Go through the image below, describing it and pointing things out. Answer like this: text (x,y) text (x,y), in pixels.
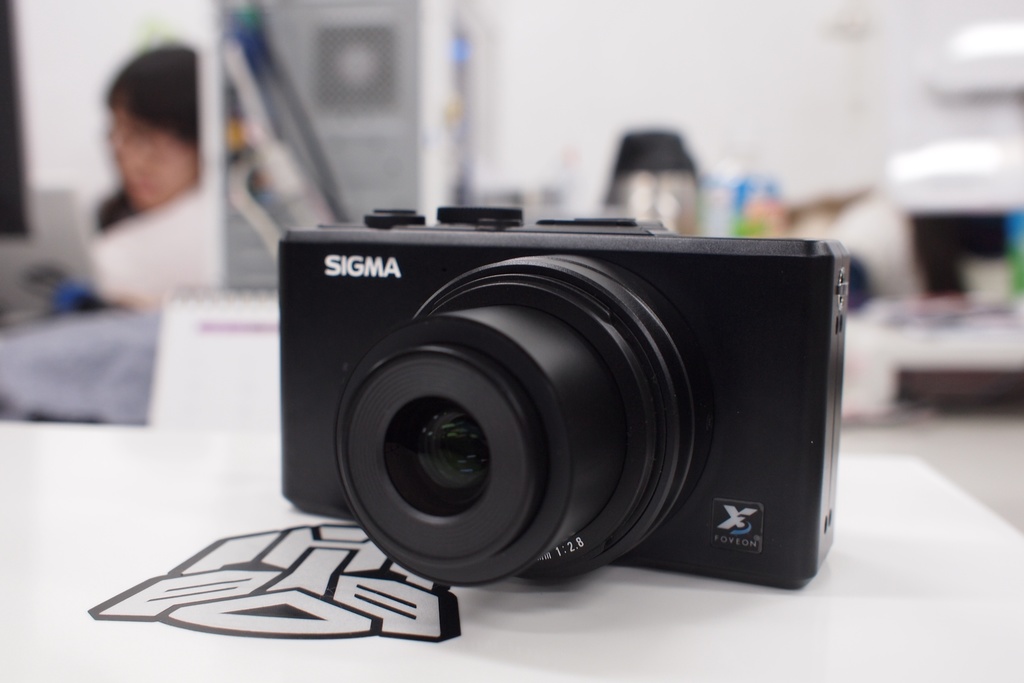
As we can see in the image there is a white color wall (840,106) and table (256,655). On table (191,652) there is a camera (369,369). On the left side (125,229) there is a woman (147,169) wearing white color dress (151,254) and the background (351,105) is little blurry.
